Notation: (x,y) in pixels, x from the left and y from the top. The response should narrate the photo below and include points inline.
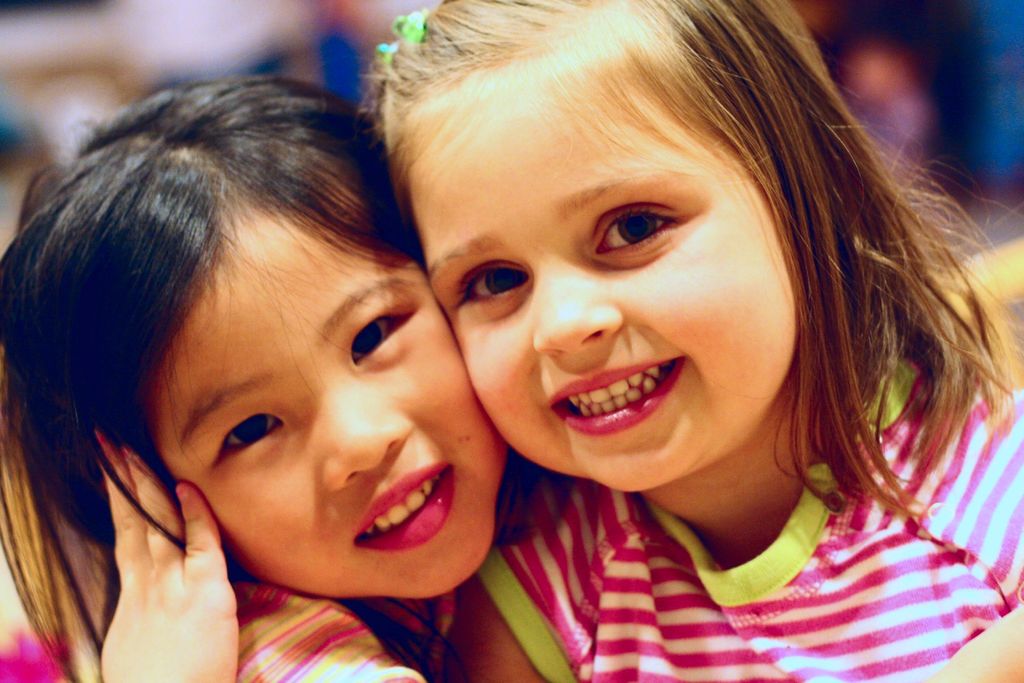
In this image, in the middle (365,368), we can see two girls (536,413). In the background (68,120), we can see blue color and white color.
